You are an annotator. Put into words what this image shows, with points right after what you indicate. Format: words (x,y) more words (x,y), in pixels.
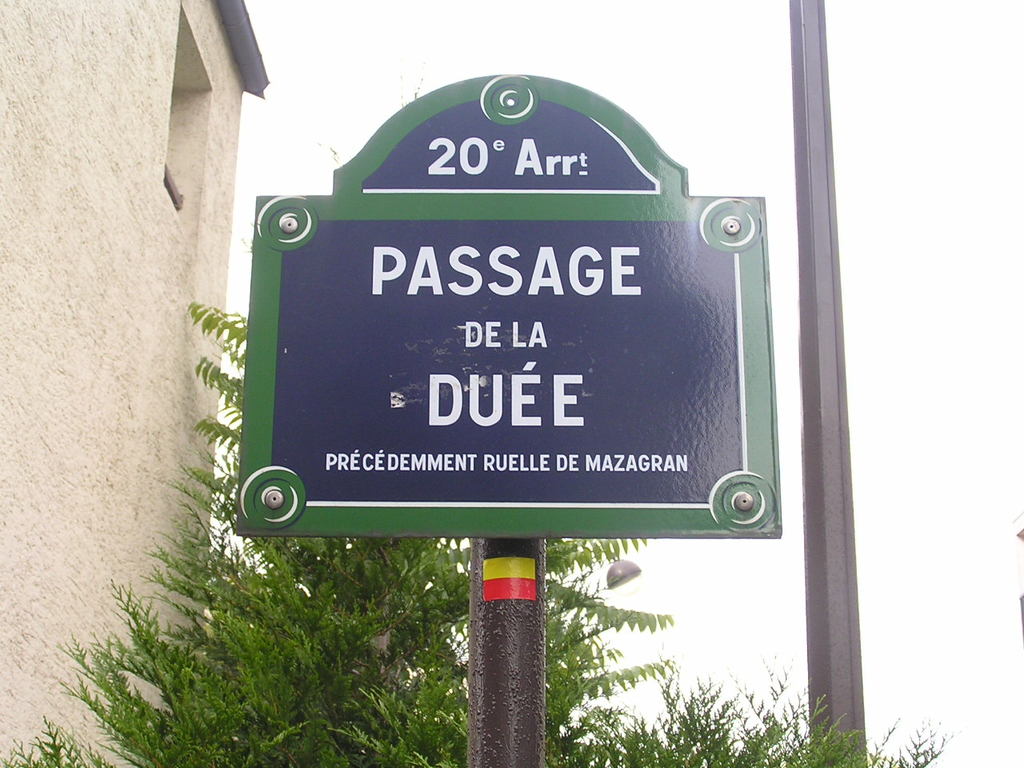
In this image, we can see a sign board (540,422) with pole (498,673). Background (257,633) we can see tree (410,685), wall (113,624), pillar (829,601).
